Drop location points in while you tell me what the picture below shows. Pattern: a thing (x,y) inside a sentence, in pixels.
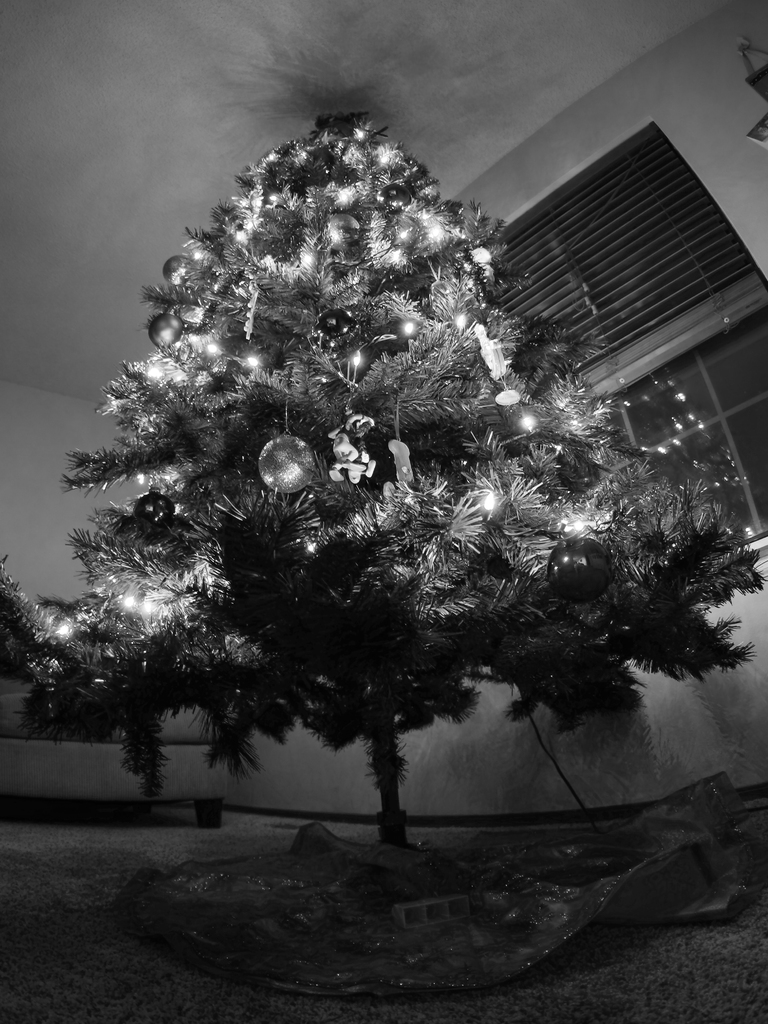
In this image I can see the black and white picture of a Christmas tree (298,655) on the floor (48,836). I can see few decorative items (293,472) and few lights (525,424) on the tree (340,395). In the background (132,191) I can see the ceiling (171,184), the wall (63,551) and the window (718,381).
